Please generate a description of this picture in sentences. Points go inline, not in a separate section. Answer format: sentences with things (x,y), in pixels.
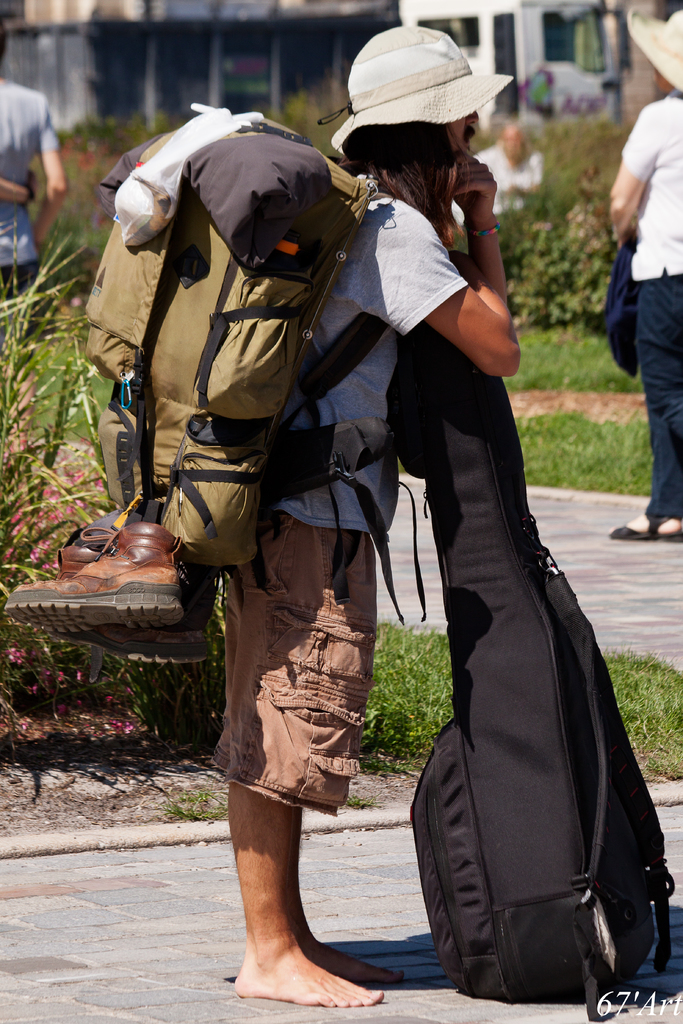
In the middle (308,568) a man (271,928) is standing he is wearing backpack (216,309), hat (410,119), t shirt (377,381) and trouser (277,712), he is holding a bag (495,583). To the right (670,209) there is a person (644,170) wearing a hat (645,45). In The background (526,253) there are many plants (524,228), grass (579,448). To the left (14,136) a man (25,161) is there.
